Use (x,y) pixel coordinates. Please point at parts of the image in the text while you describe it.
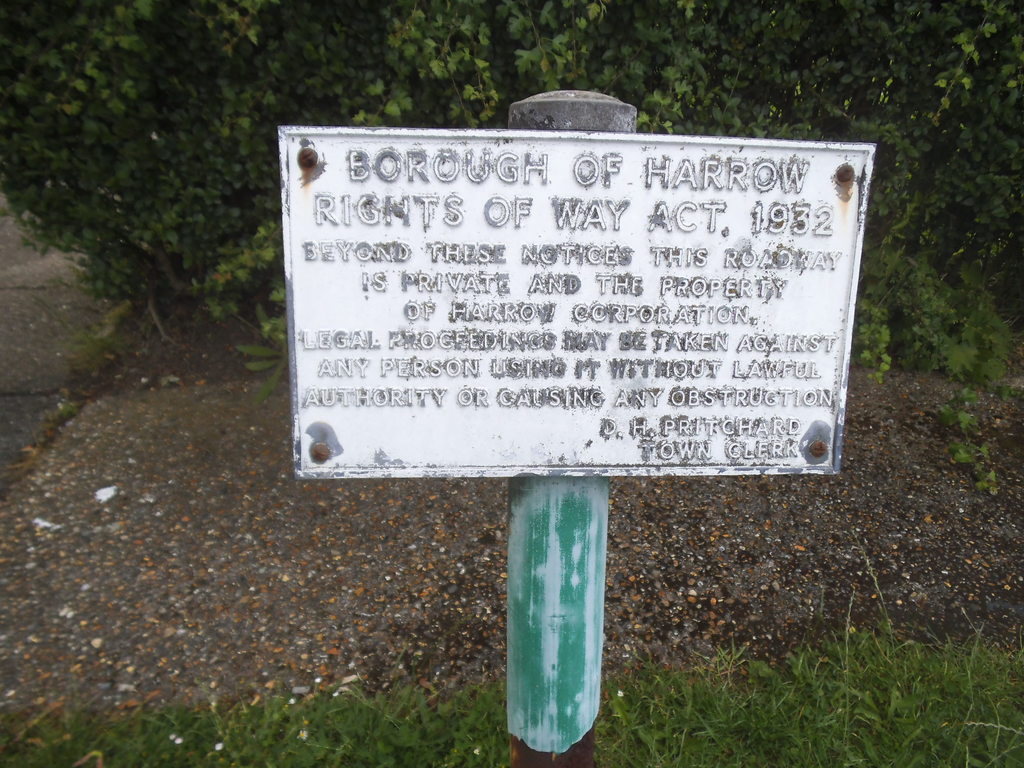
In this image we can see a pole (589,495) and a name board (558,450). In the background of the image (943,173) there are trees (943,173) and ground (273,405). At the bottom of the image (49,761) there is the grass (852,715).
